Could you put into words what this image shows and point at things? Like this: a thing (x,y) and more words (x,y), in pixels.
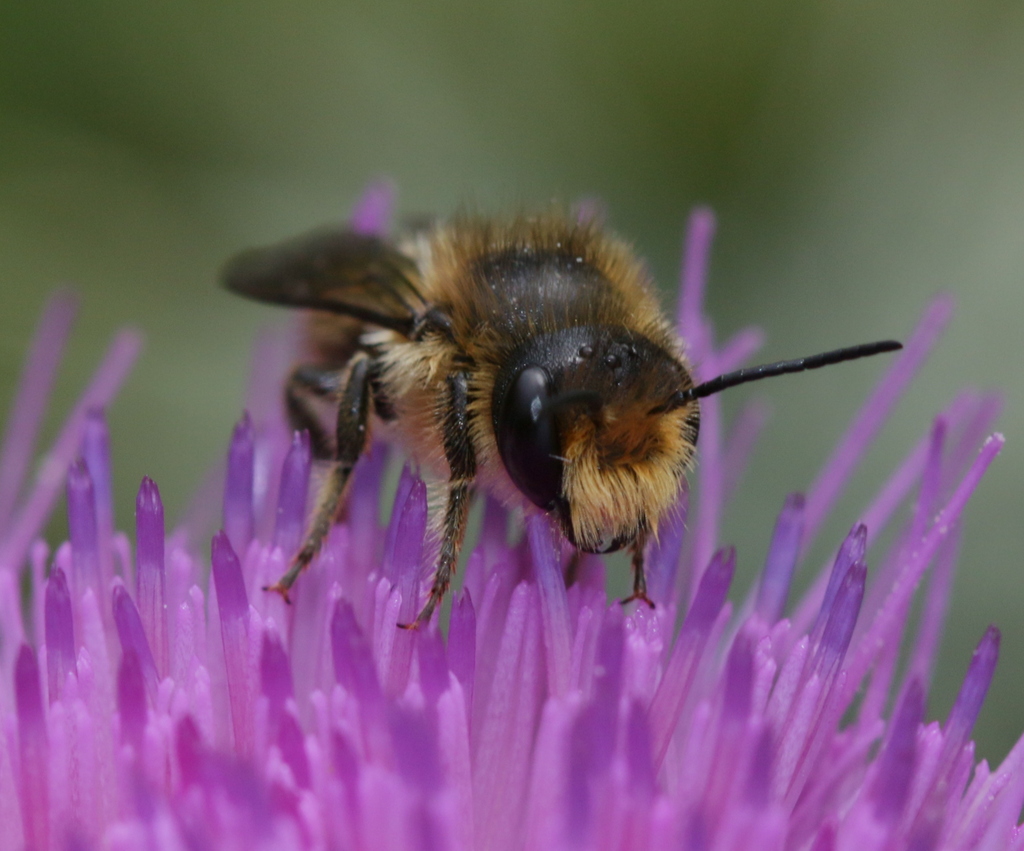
Here we can see an insect (560,303) on a flower (351,686). There is a blur background (814,46).
